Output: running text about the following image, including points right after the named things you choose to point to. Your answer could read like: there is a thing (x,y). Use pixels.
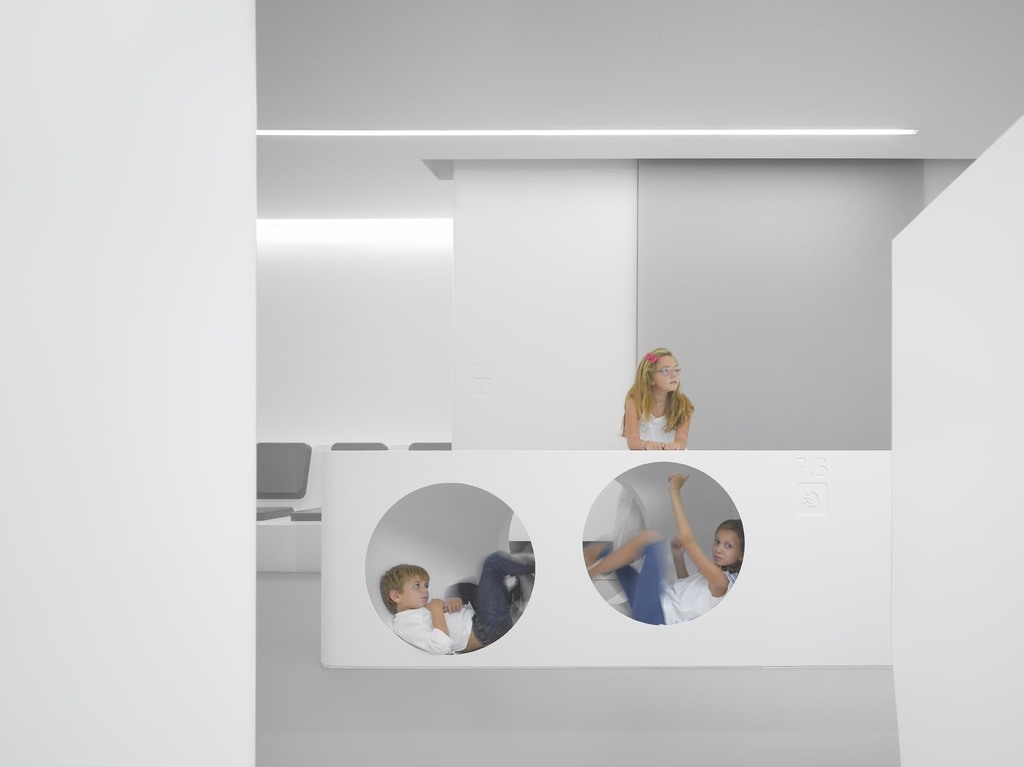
In the foreground (457,575) I can see two persons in a hole (377,598), cabinet (654,528) and a person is standing on the floor (657,690). In the background (702,367) I can see a wall (407,356), pillar (482,337), chairs (279,468) and light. This image is taken may be in a hall (264,88).
